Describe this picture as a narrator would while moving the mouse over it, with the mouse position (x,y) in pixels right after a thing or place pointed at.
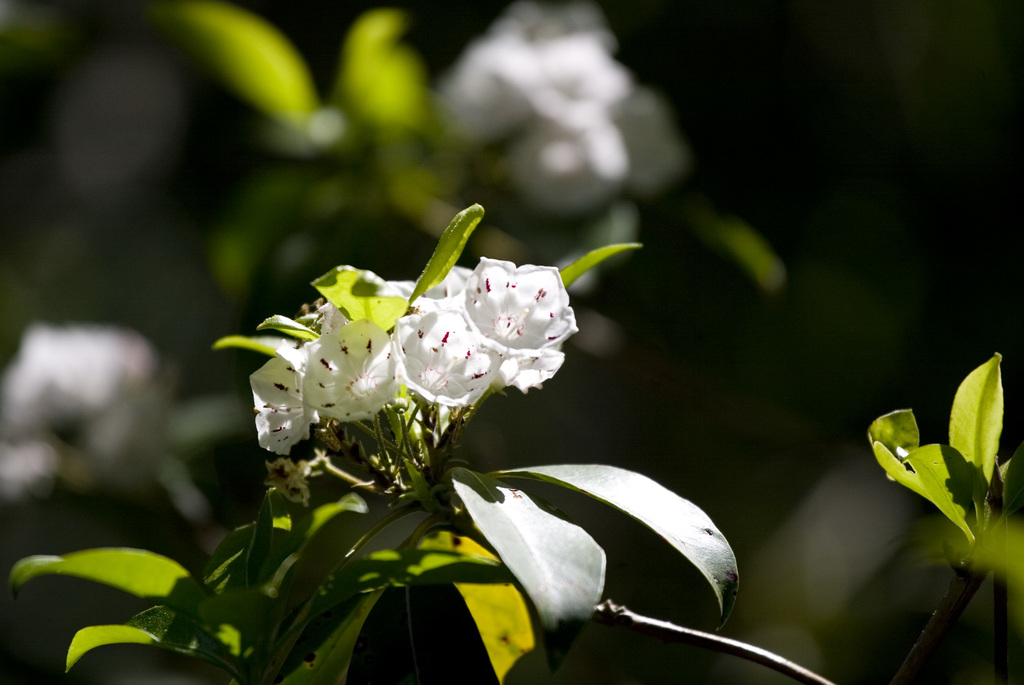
This is a zoomed in picture. In the foreground (440,468) we can see the white color flowers (441,363), green color leaves (498,484) of the plant (348,591). The background of the image (70,361) is blurry and in the background (75,439) we can see the plants (75,439) and flowers (16,466).
